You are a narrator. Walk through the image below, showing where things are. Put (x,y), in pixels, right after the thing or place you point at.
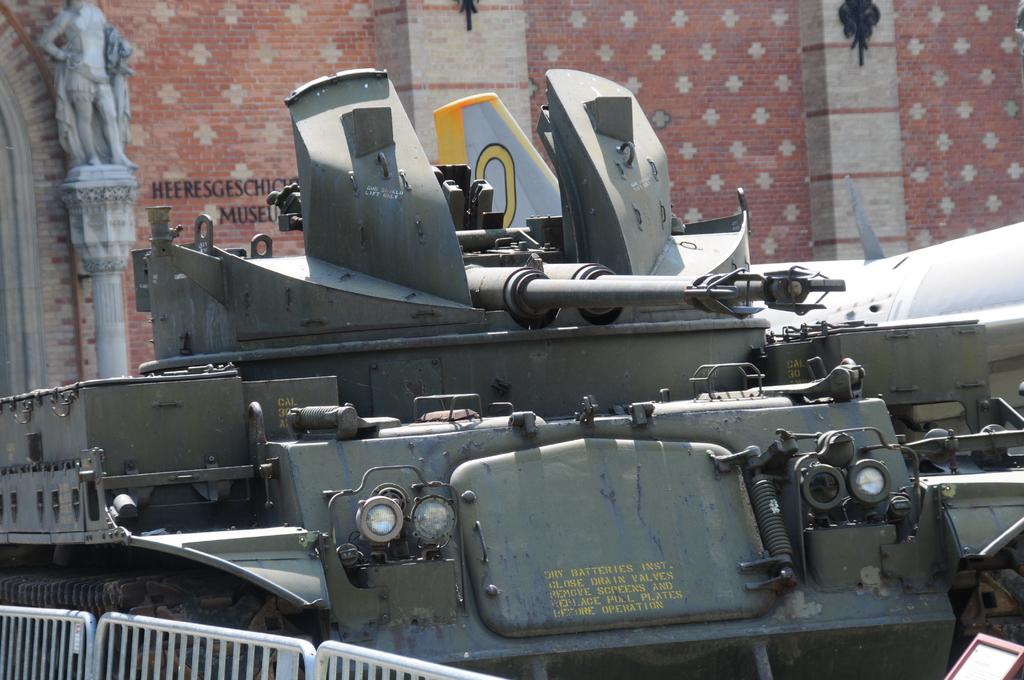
In this image I can see a vehicle (715,672). Background (999,162) I can see a wall (41,54) in cream and light brown color.
